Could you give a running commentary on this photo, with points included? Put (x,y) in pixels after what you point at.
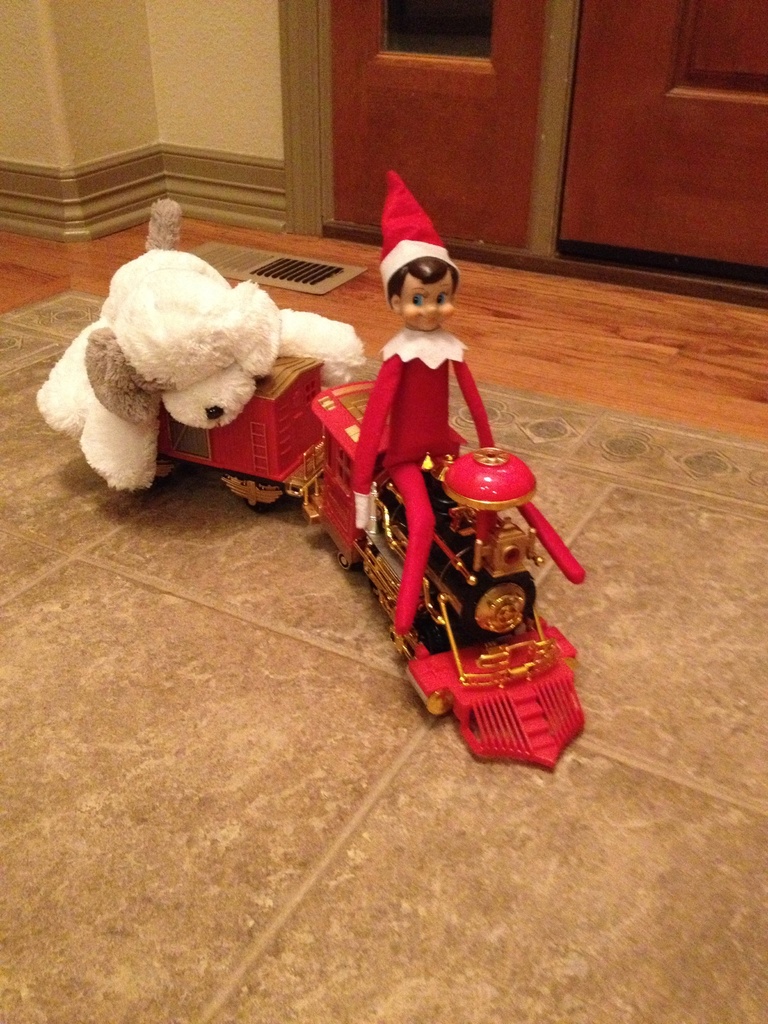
In this image we can see toys (336,410), teddy bear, door (708,48) and wall (9,95).
